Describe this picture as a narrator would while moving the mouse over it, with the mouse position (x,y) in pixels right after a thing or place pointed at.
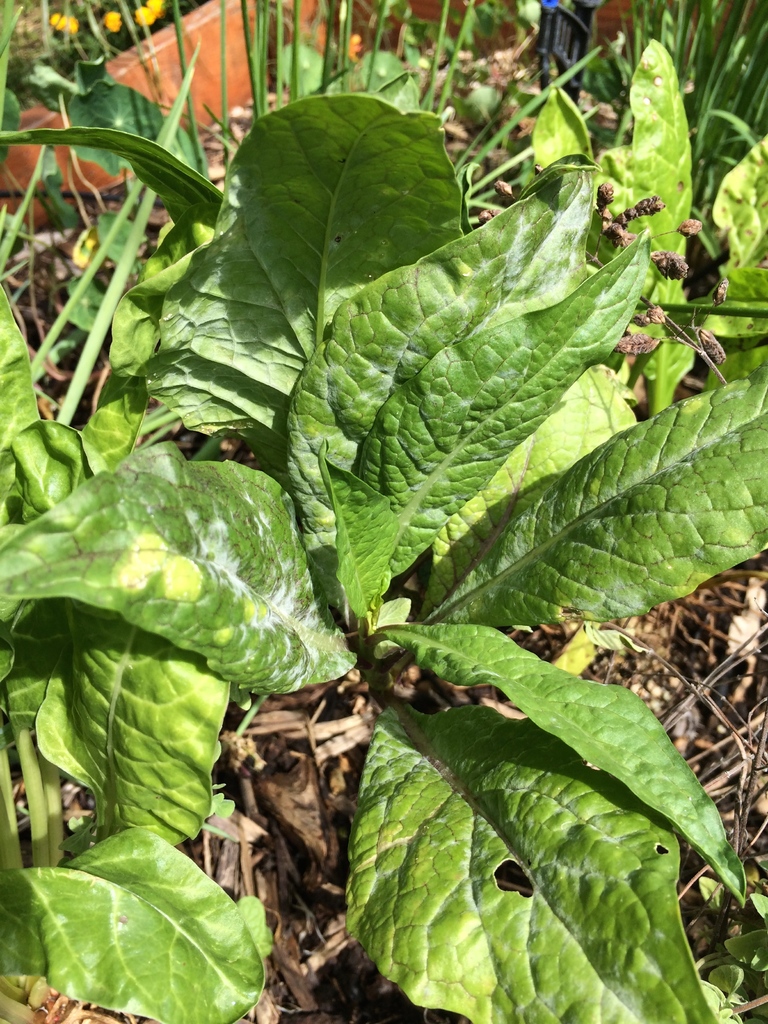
In this image there are plants (552,546) on the ground (718,657). There are dried leaves (336,806) and dried sticks (697,687) on the ground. In the top left (162,47) there is a small wall (173,64) on the ground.
